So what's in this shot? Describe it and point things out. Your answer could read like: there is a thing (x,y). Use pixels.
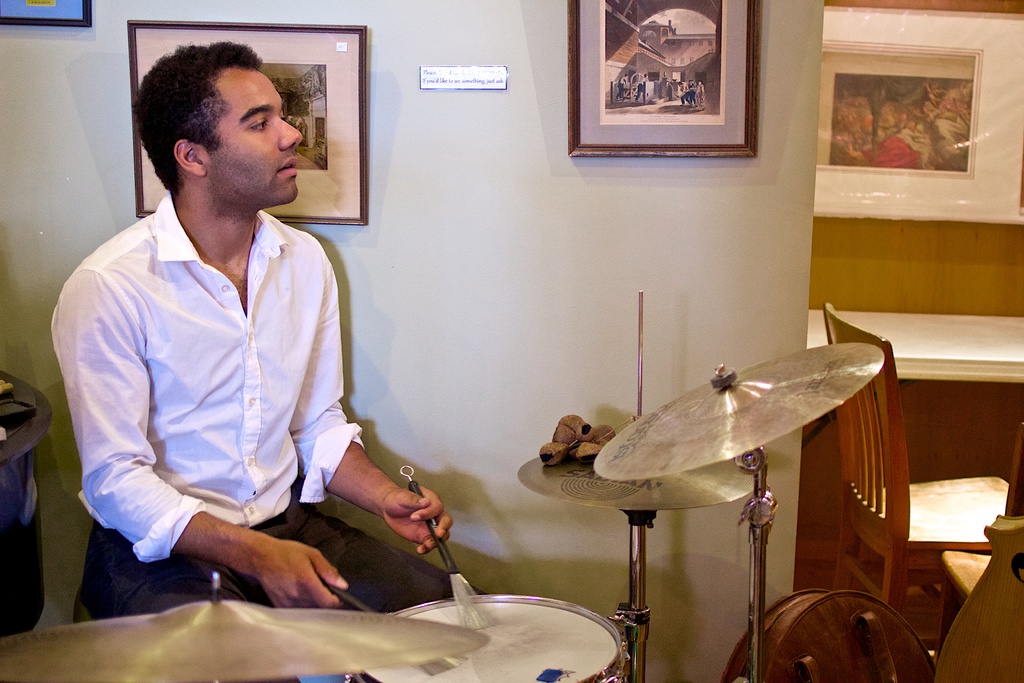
In the image I can see a man (246,272) is sitting and holding sticks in hands (409,501). The man (370,553) is wearing white color shirt (219,393). I can also see musical instruments (691,461). In the background (782,351) I can see photos (633,73) on the wall (1023,240), a chair (975,500) and some other objects (449,66).
